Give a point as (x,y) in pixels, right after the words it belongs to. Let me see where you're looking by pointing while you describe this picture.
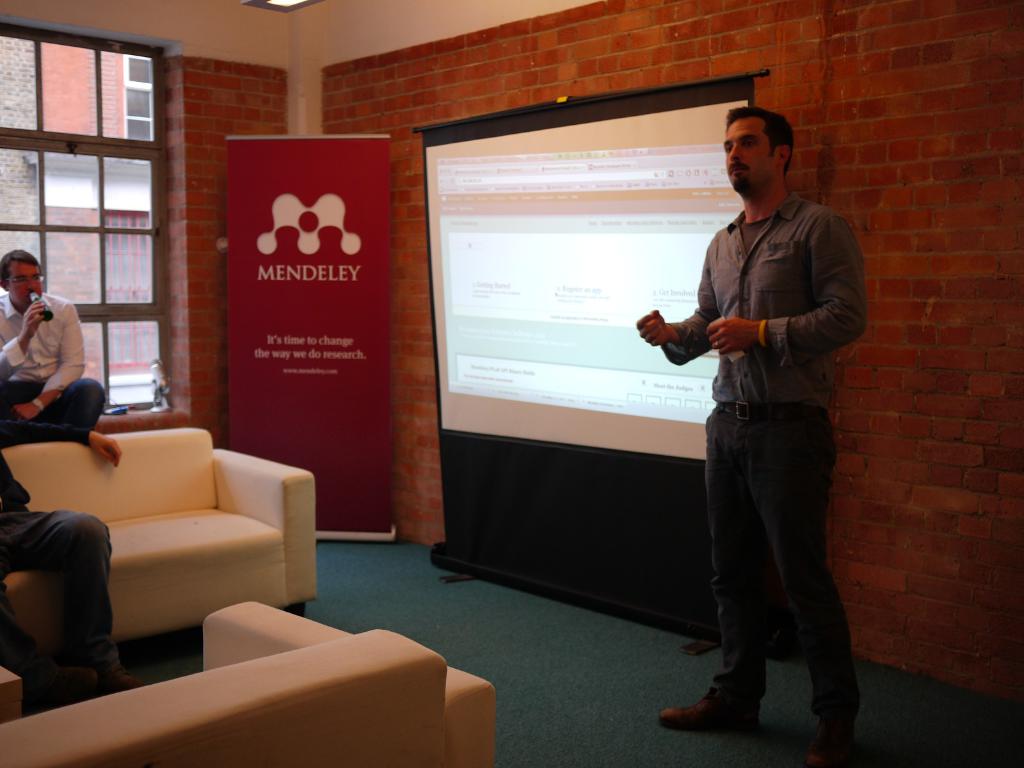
This picture is taken during a presentation in a room (776,300) on the right (755,143) there is a person (736,483) standing. In the center of the picture (491,414) there is a screen (583,251). In the background (572,54) there is a brick wall (273,70). On the left (230,704) there are couches (218,637). On the left (44,350) there is a person (43,374) sitting. On the top left (78,167) there is a window (132,203). In the center (356,327) there is a hoarding (266,296).
